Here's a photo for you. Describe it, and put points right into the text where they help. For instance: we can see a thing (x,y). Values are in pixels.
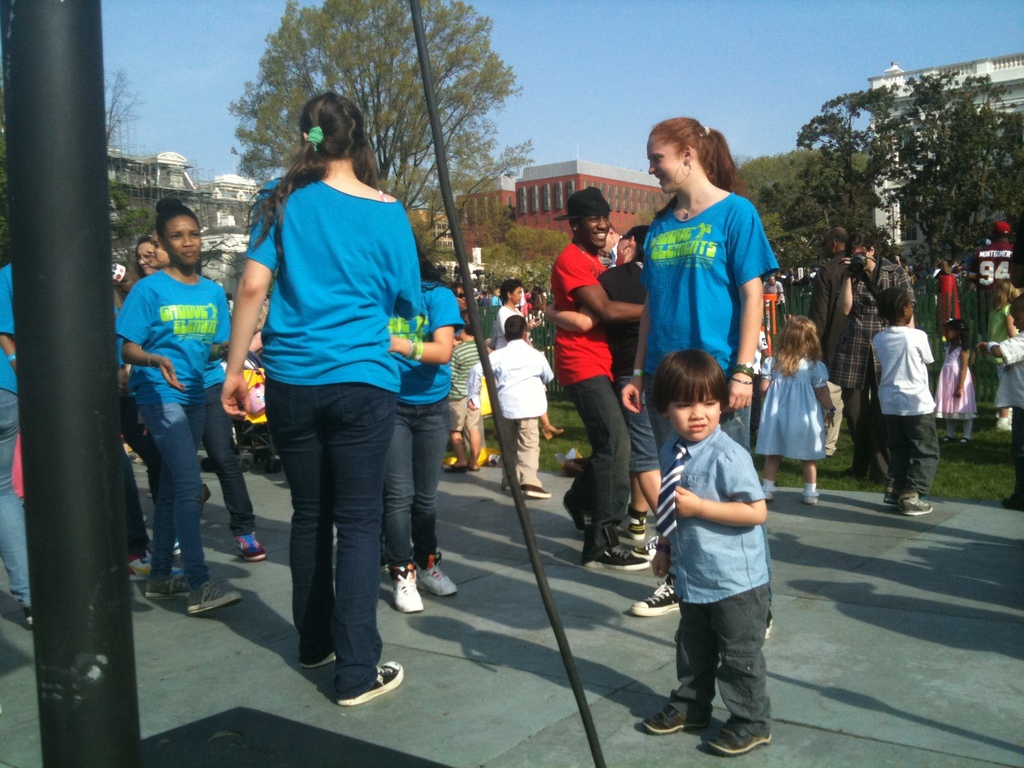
In this image there are a group of people (456,316) standing, and there are some children (747,464). At the bottom (950,592) there is walkway (899,566) and grass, and in the foreground (81,415) there is pole (78,578) and wire (456,222) and in the background (620,209) there are some buildings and trees (919,172). At the top (815,68) there is sky (717,54).
